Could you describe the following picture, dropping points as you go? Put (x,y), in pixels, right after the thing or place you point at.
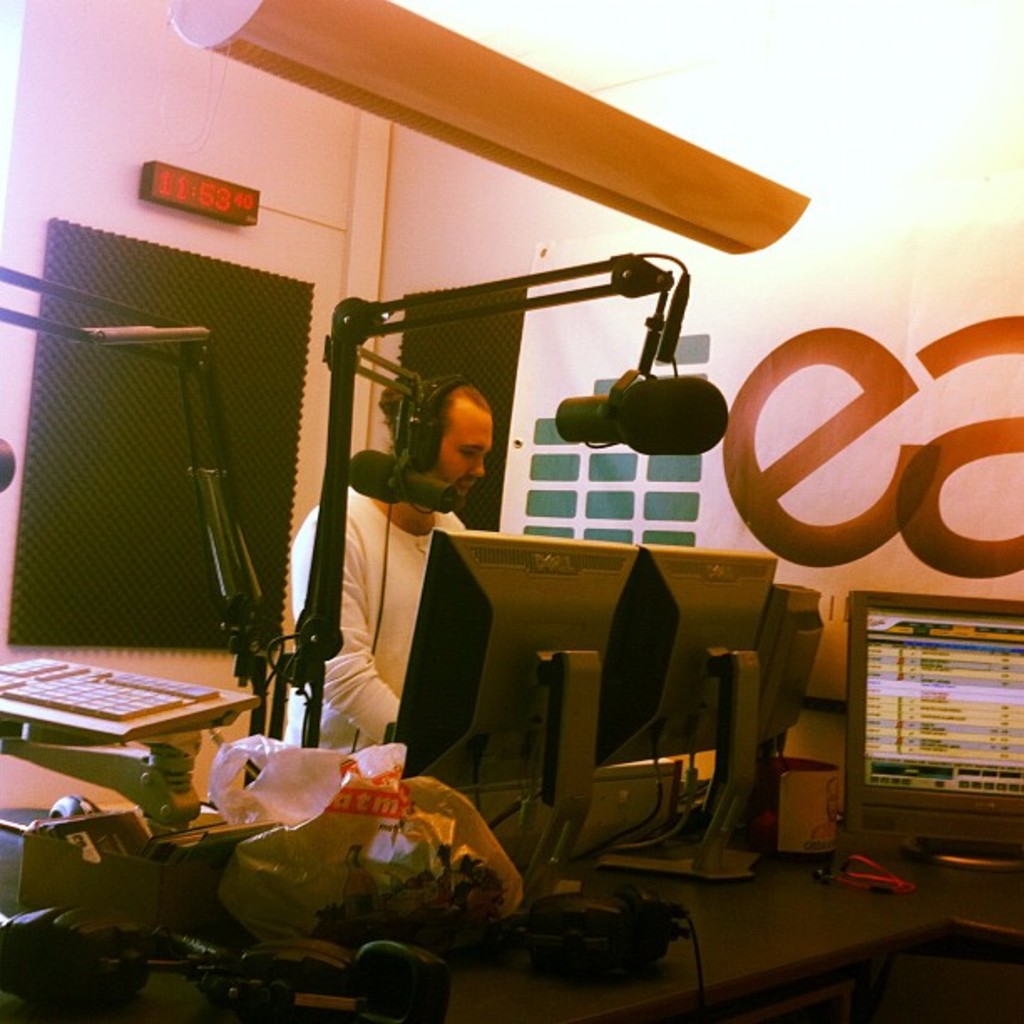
This image is taken indoors. In the background (508,197) there is a wall (478,192) and there is a mesh (475,354). There is a clock (159,199) on the wall (283,174). At the bottom of the image (522,693) there is a table (506,961) with several monitors (737,737), a keyboard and many things (353,816) on it. In the middle of the image (467,444) a man (356,545) is standing and there is a microphone (588,412).
